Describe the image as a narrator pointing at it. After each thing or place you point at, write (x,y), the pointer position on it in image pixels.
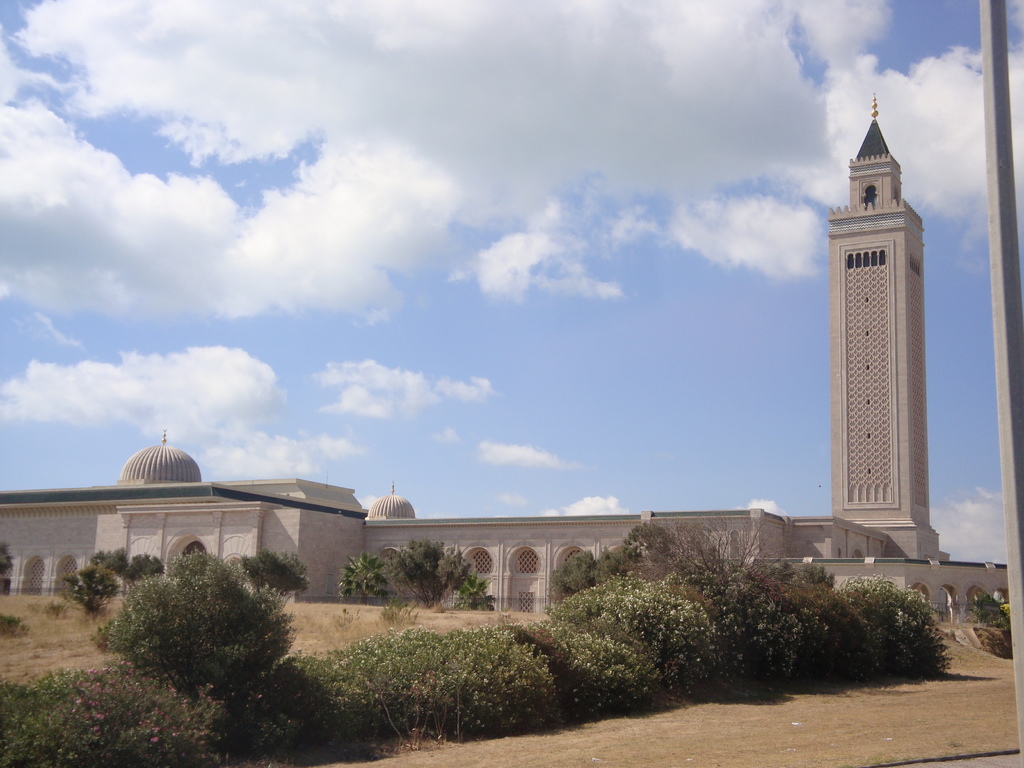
In this image we can see sky (638,223) with clouds (638,223), tower (855,219), buildings (861,569), trees (811,586), bushes (885,643) and ground (872,700).
